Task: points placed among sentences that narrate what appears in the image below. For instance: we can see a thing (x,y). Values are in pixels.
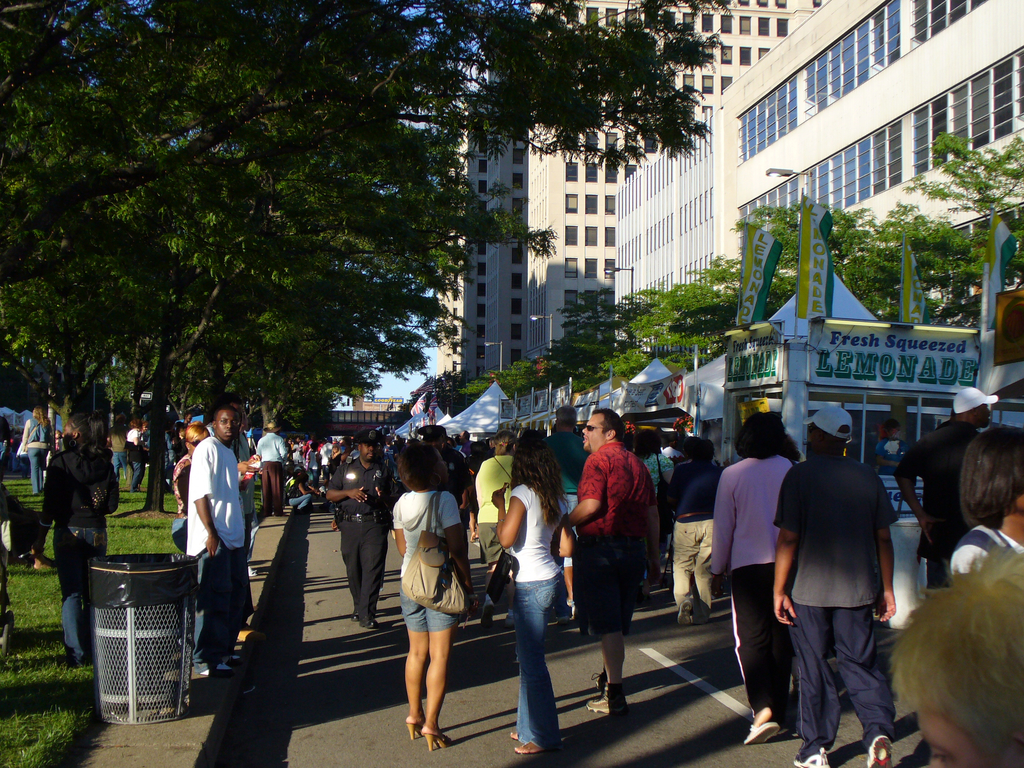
In this picture we can see group of people (658,577), few are standing and few are walking, on the left side of the image (187,632) we can see a dustbin (156,673), in the background (129,363) we can find few trees (269,254), buildings (521,282), poles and tents (484,404).
